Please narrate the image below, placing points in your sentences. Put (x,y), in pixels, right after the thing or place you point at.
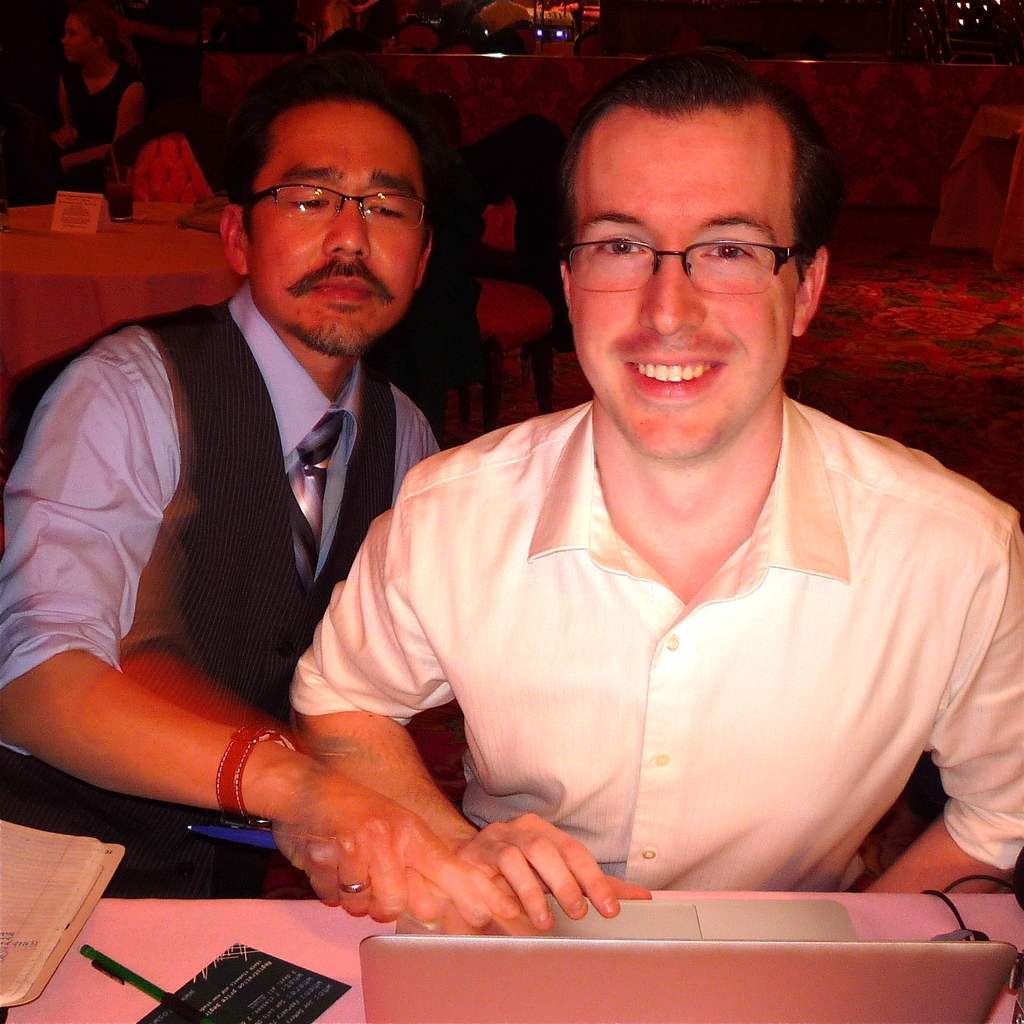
In the center of the image (373,476) we can see two people (570,587) are sitting, in-front of them we can see a table (150,959). On the table (100,989) we can see a book (12,841), laptop (718,941), paper (281,1004), pen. In the background of the image (968,35) we can see the tables (21,363) and some people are sitting on the chairs (511,202). On the tables (965,235) we can see the board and some other objects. At the top of the image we can see the lights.
